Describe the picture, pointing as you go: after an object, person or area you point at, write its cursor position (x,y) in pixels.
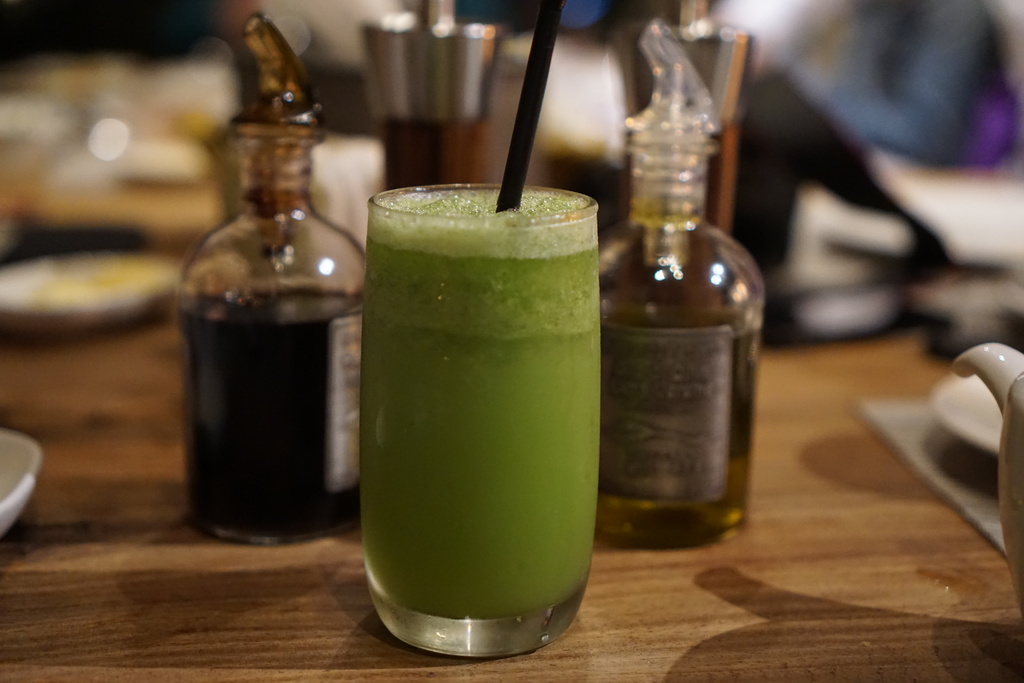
In this image I can see a glass (492,330) and the two bottles (722,342) on the table (780,619).
